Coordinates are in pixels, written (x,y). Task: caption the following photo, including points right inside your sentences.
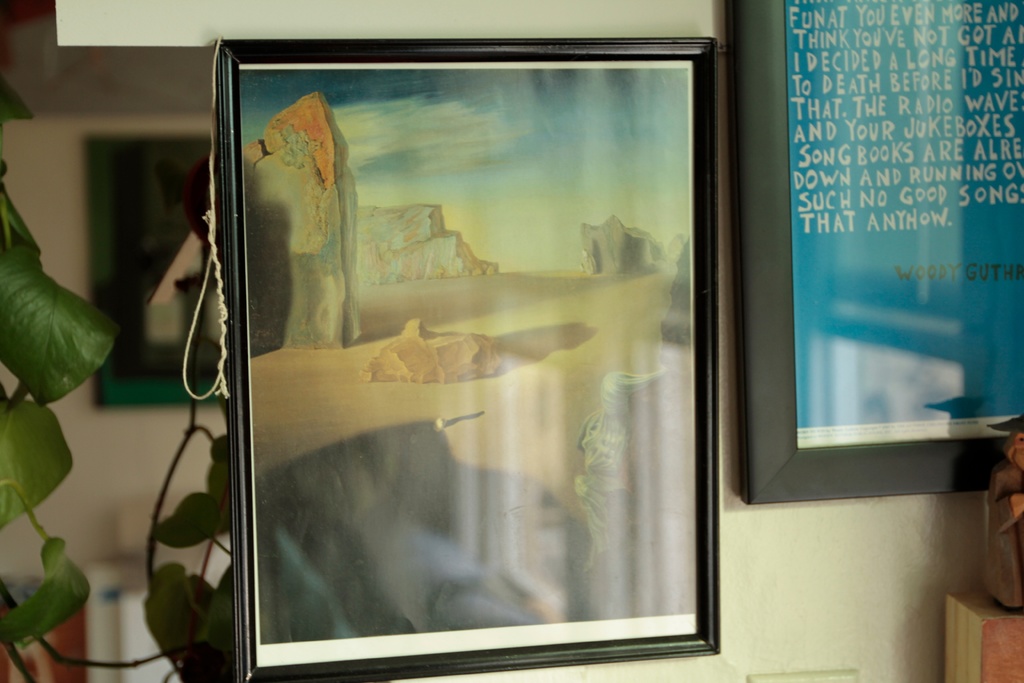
In this picture I can see there is a photo frame (540,416) in the middle of an image (601,390), on the left side (2,312) there is a plant (223,454). On the right side (800,131) there is another frame (869,254) in blue color with matter (851,182) in it.
